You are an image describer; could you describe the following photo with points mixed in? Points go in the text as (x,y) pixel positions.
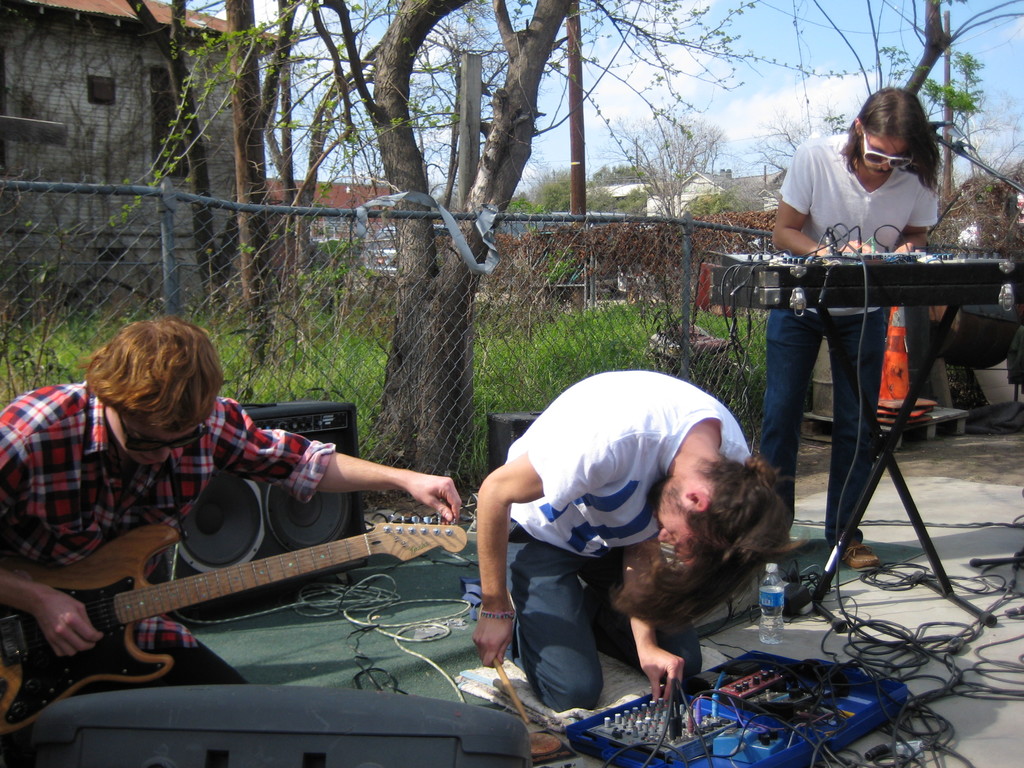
a person (637,522) is sitting on his knees (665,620), holding a stick (501,668) in his hand (505,645). left to him is a person (70,645) guitar (251,564). right to him is a person (898,205) playing keyboard (833,284). behind them there is a fencing (634,302). back of that there are trees (501,118). at the left corner (158,108) there is a building (150,123).
